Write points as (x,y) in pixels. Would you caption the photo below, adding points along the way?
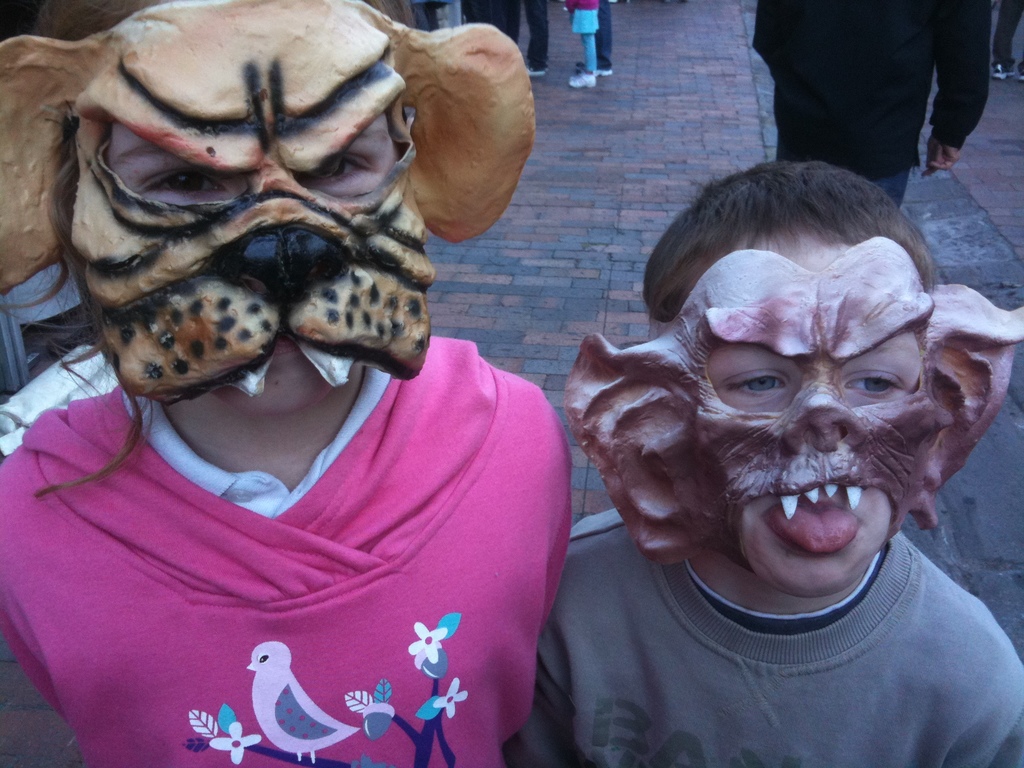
Here in this picture we can see two children (563,471) present on the ground (574,481) over there and both of them are wearing face masks (302,296) on them and behind them also we can see number of people (866,35) standing on the ground (684,58) over there.
